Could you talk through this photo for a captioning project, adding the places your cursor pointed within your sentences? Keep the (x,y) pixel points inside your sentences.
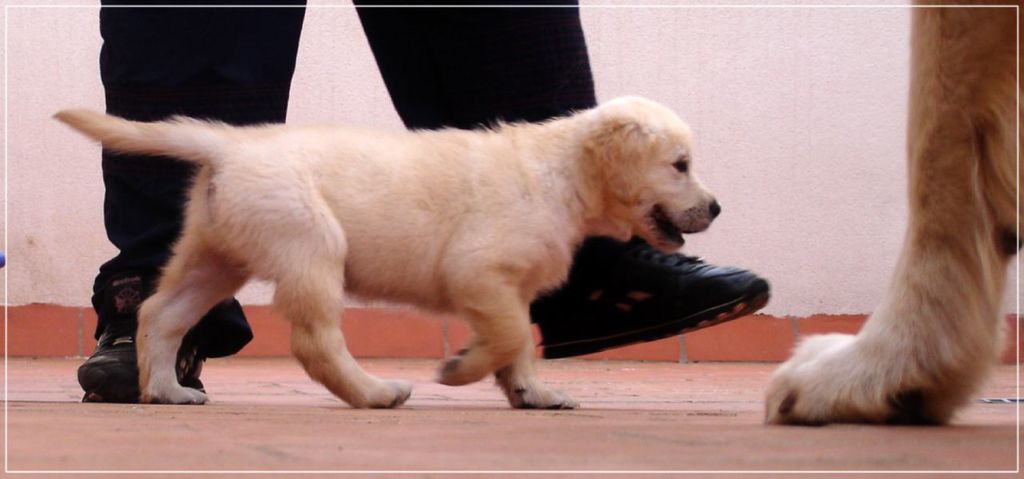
This is a photo. In the center of the image (590,284) we can see a person legs (512,47) and a dog (452,238) is walking. On the right side of the image (1009,91) we can see an animal leg (953,225). In the background of the image (46,188) we can see the wall (698,122). At the bottom of the image (620,415) we can see the floor (553,383).
